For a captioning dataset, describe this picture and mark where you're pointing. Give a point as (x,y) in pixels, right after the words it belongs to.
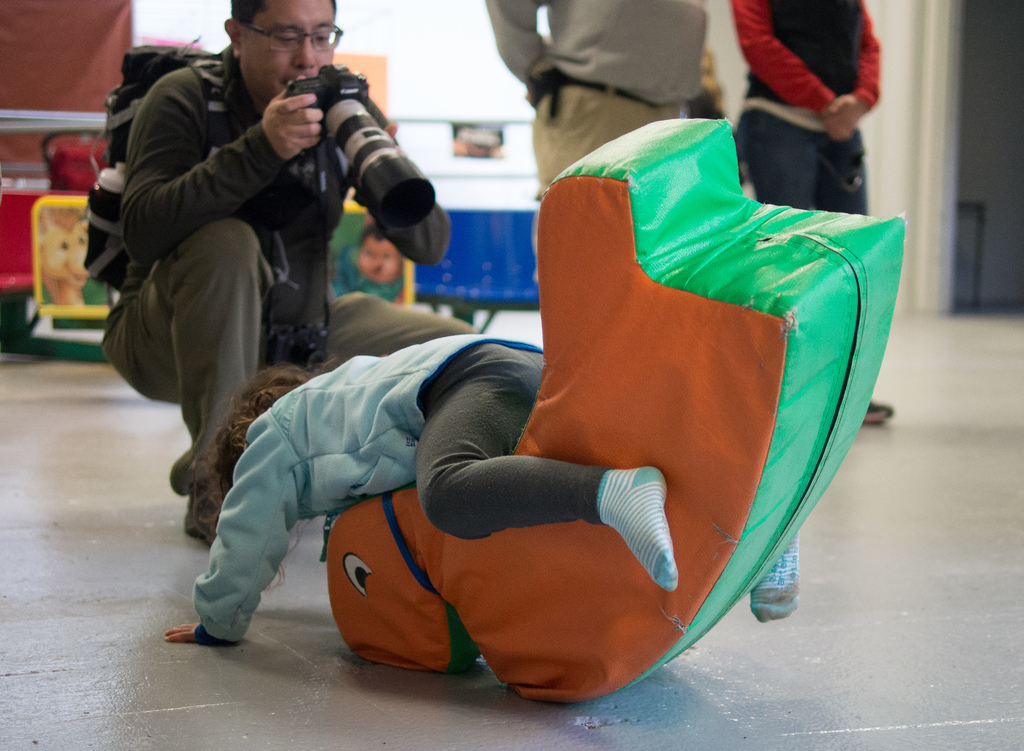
In this image, we can see a man (196,201) holding a camera (357,166) and he is taking a picture, we can see a kid (462,439), there are two persons (620,49) standing.
